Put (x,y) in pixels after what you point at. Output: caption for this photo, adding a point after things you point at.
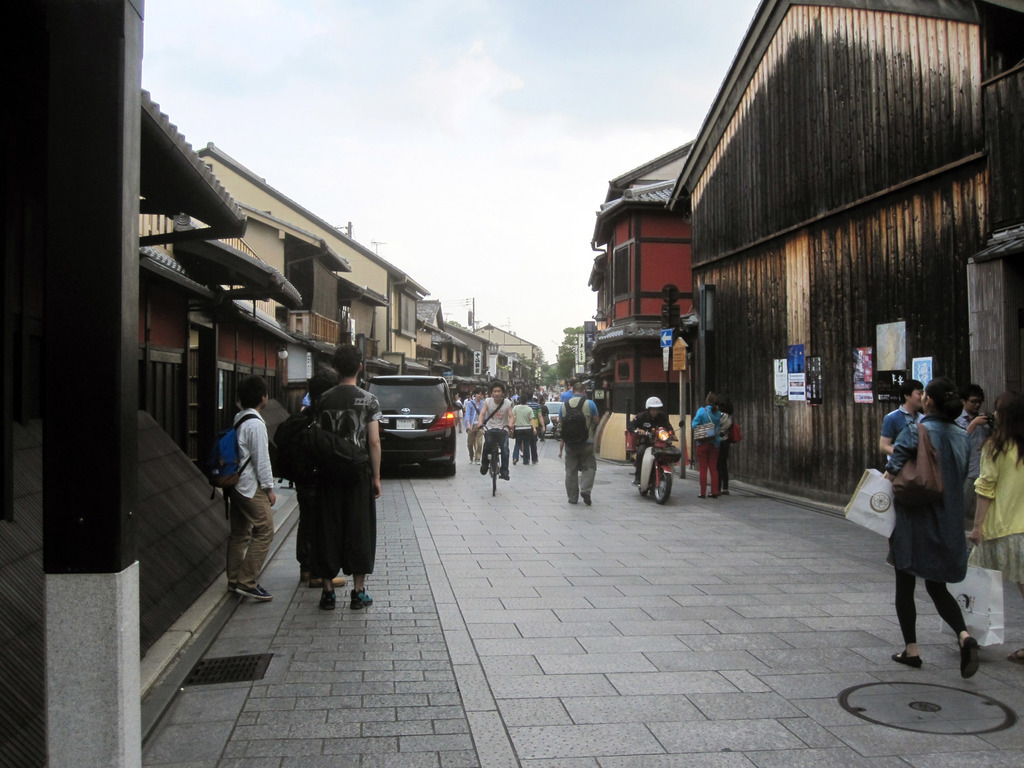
In this image we can see the houses (370,275), posters (782,379), traffic signal light pole (673,307) and also the vehicles (385,449). We can also see the people (948,457), path (564,653) and there is a person (504,458) riding the bicycle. We can also see the sky (495,99). On the left (131,433) we can see a pole (126,280).
